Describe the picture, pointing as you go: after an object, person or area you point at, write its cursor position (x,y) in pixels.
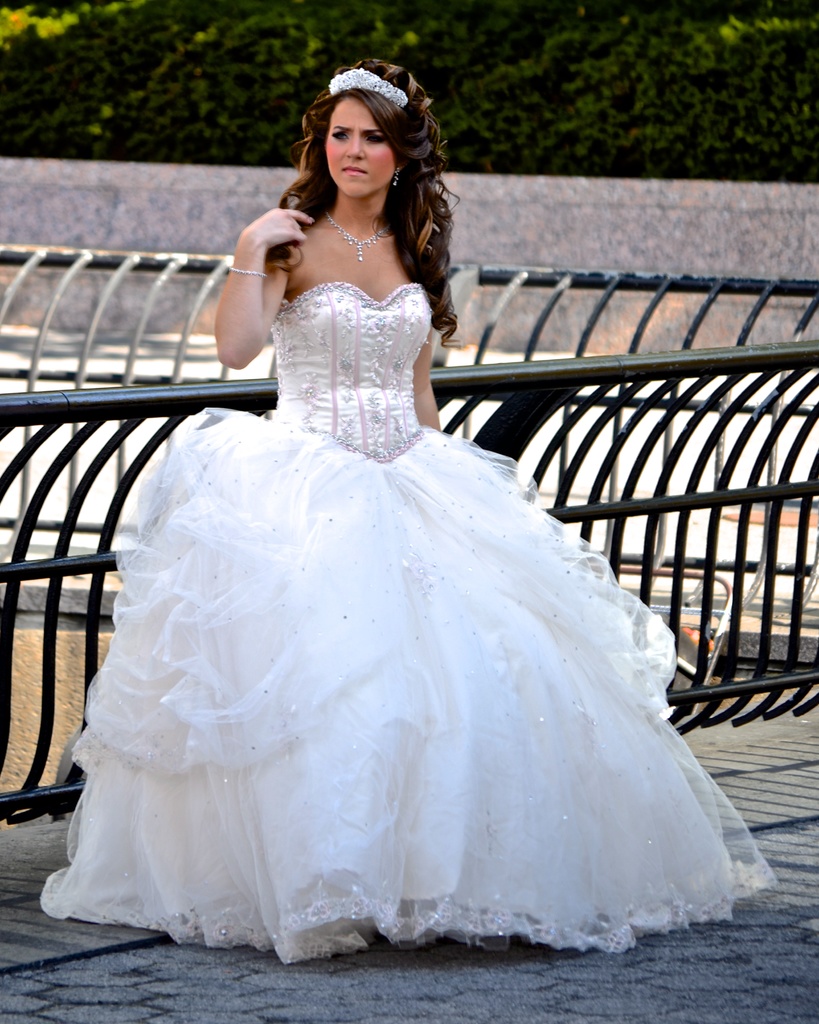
In this image I can see a woman (381,687) wearing white colored dress (359,556) is standing on the ground (405,1011). I can see the black colored railing (741,572), the wall (526,305) and few trees (636,111) which are green in color in the background (126,70).
